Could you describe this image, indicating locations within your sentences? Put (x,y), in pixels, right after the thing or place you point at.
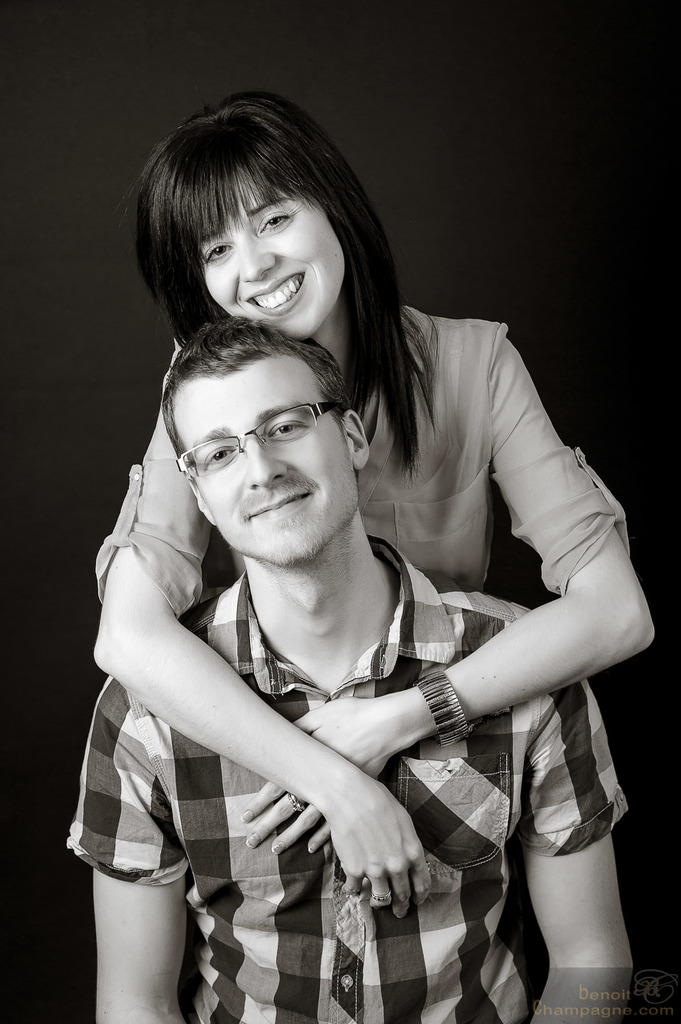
In this image there is a person (307,503) wearing spectacles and shirt (458,830). Behind him there is a woman (471,432) wearing a shirt (421,470). She kept her hands (530,657) around his shoulder (466,644).
